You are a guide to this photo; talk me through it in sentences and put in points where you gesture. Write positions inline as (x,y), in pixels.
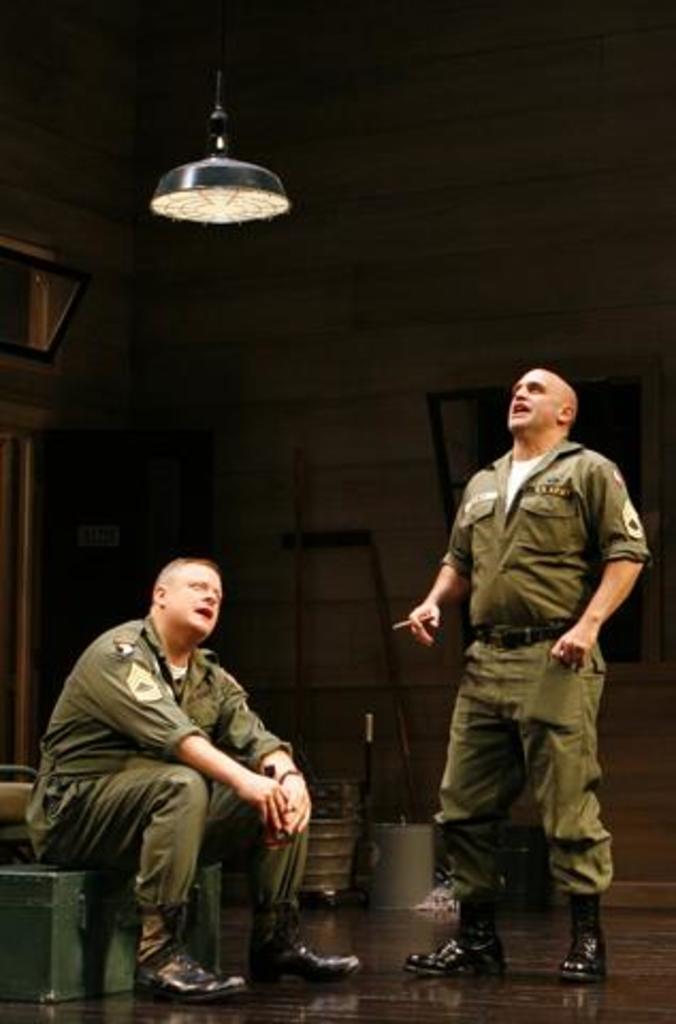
Here is the man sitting on an iron box (50,948). This is the man (554,754) standing. This looks like a lamp (286,202) hanging. In the background (383,827), I can see buckets (383,827) and sticks (301,465). This is the wall (390,301).
